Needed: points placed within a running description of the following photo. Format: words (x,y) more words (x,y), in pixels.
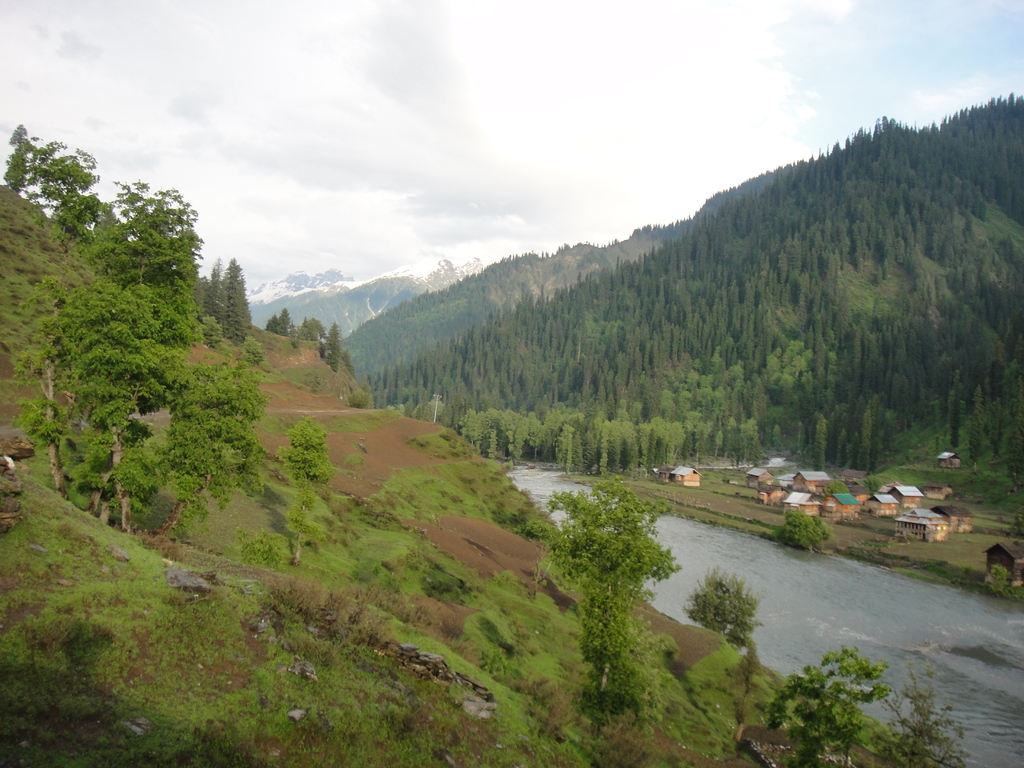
In this image I can see trees (767,241) in green color. I can also see the water (852,575), few huts (1010,563), background (598,22) the sky (512,69) is in white color.
